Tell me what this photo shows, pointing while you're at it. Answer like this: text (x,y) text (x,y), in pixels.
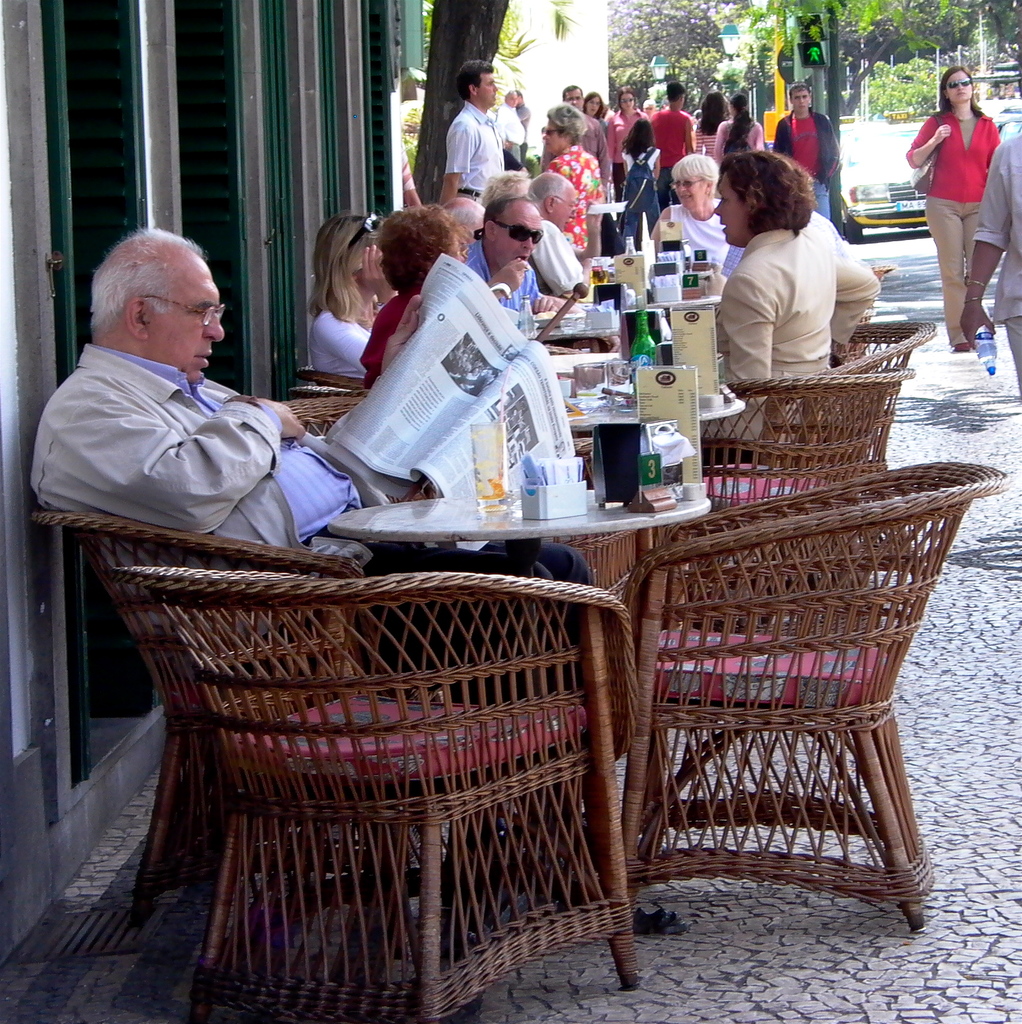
In this image I can see people (515,185) where few of them are standing and rest all are sitting on chairs (745,733). Here on these table (647,528) I can see bottles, glasses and few more stuffs (598,437). In the background (851,193) I can see a car (865,143), a street light (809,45) and number of trees (715,44).
